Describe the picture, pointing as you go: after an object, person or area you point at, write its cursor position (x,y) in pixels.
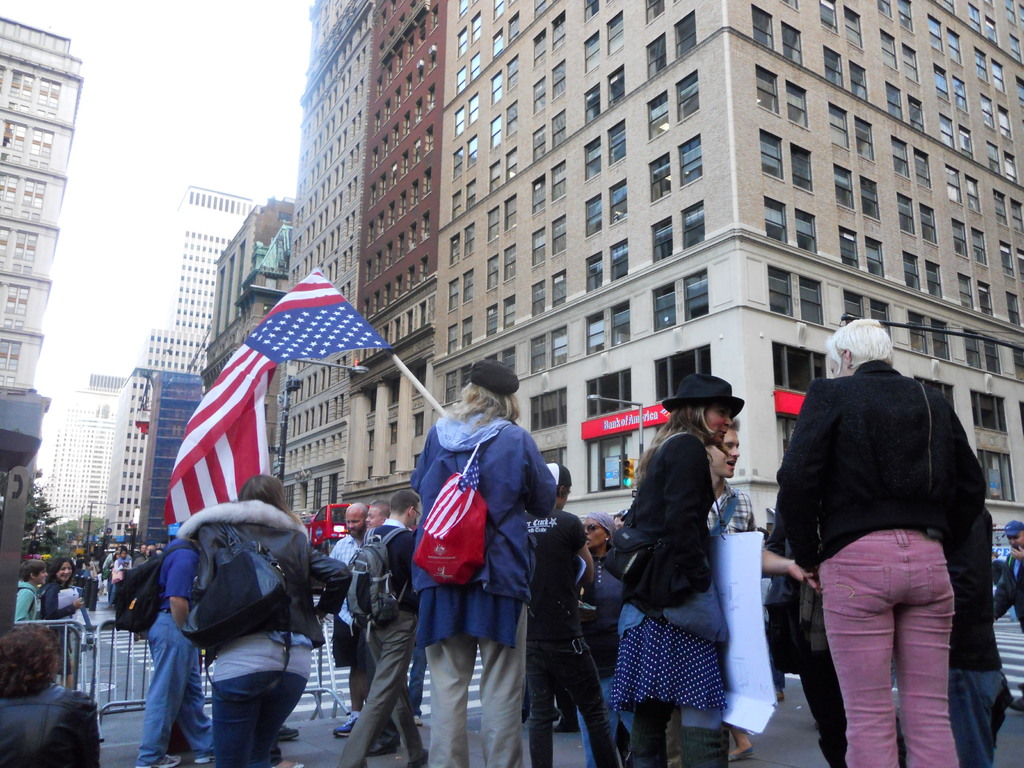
In the foreground of the picture (429,557) there are people (669,442), a woman (445,441) is holding the american flag (343,332). On the left (95,551) there are people (62,562), trees (60,542) and buildings (11,191). In the center of the picture (444,346) there are buildings (327,372).
